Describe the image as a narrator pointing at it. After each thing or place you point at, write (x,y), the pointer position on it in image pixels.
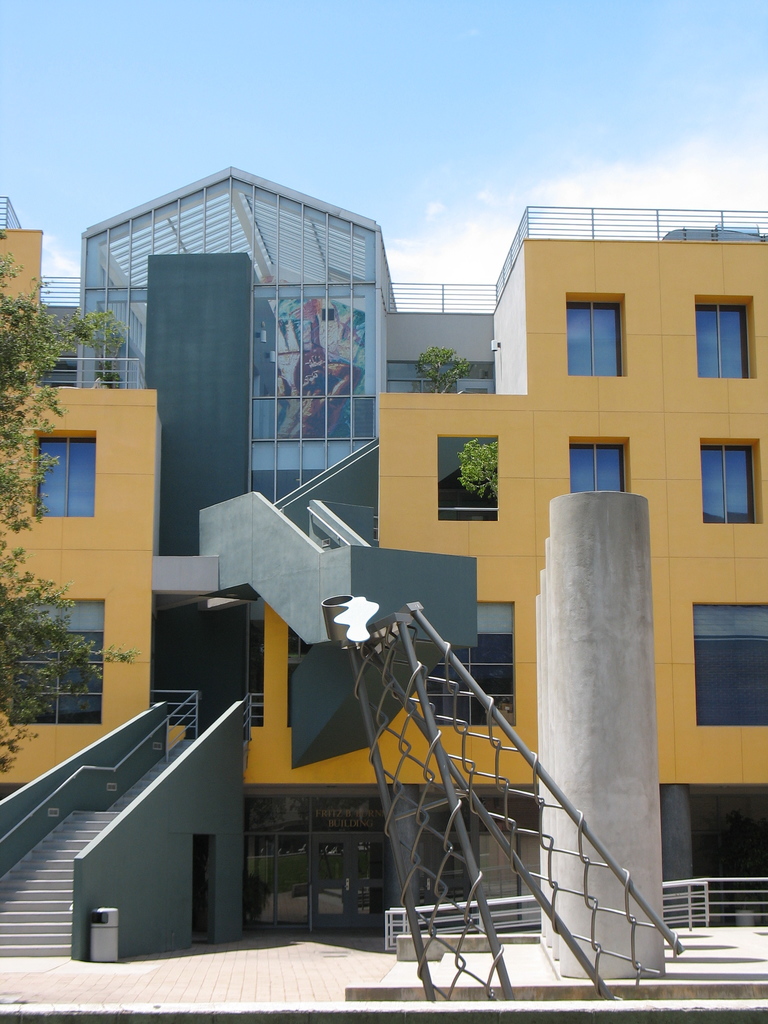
In this picture we can see a building (477,327), on the left side (15,675) there is a tree (15,675) and stairs (128,759), we can see mesh (508,818) in the front (490,774), on the right side (725,916) there is railing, we can see the sky (423,245) at the top of the picture (363,100).
